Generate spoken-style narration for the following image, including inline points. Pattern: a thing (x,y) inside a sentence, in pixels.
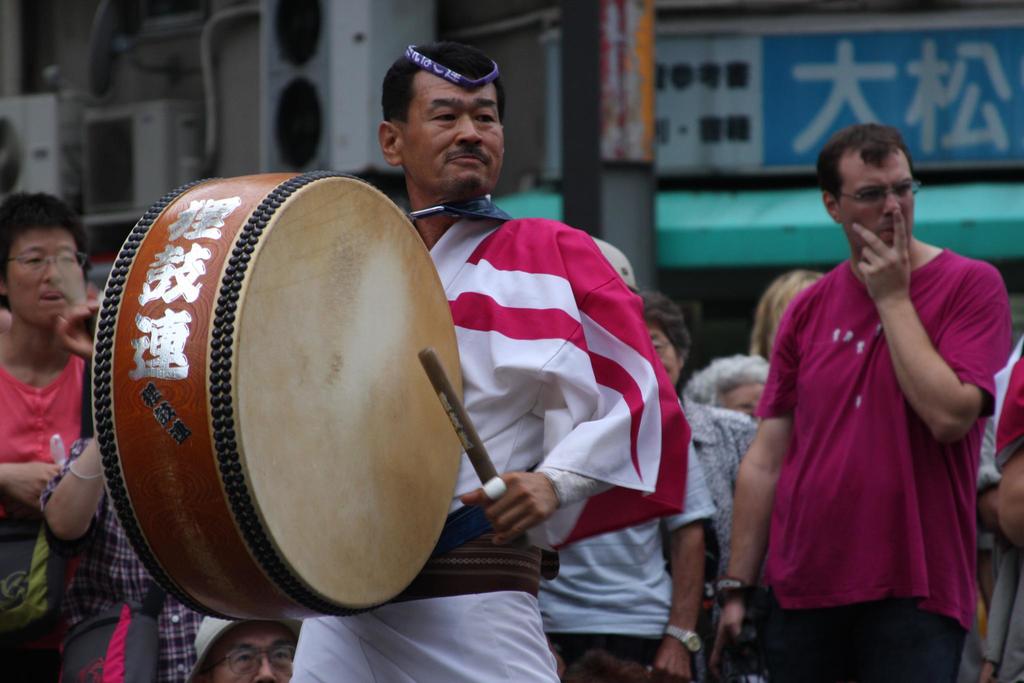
On the background (801,85) we can see hoarding (910,77) and a pole (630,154). We can see a man (496,298) in front of the picture holding stick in his hand (509,480) and playing drums (245,373). We can see all the persons (34,320) standing.
